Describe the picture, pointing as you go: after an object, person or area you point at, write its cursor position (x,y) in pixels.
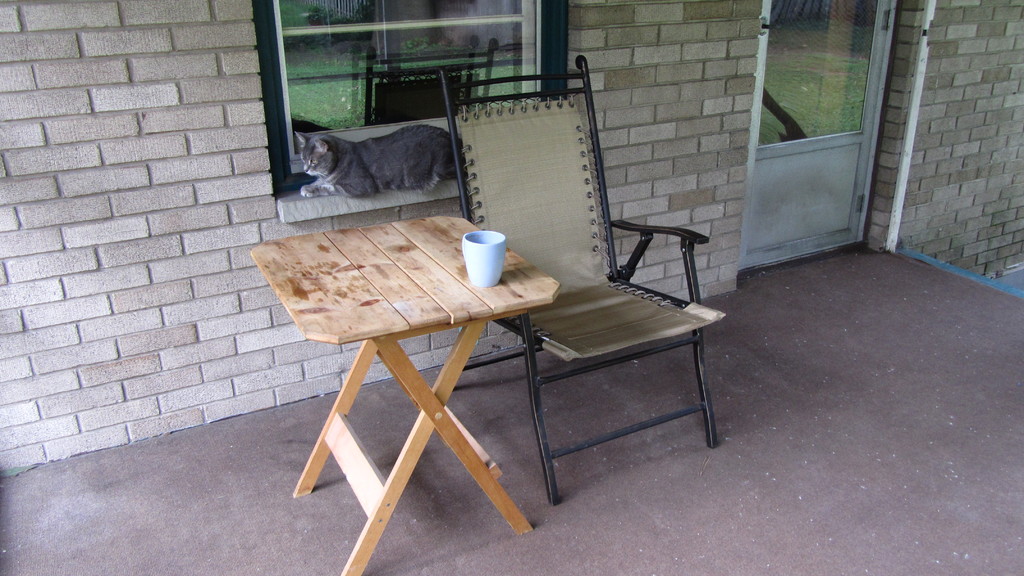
In this image, there is an outside view of a house (669,52). There is a cat (427,140), chair (579,199) and table (373,263) in the center of the image (375,270). This table (400,248) contains a cup (497,260). There is a door (798,99) in the top right of the image (801,130).
